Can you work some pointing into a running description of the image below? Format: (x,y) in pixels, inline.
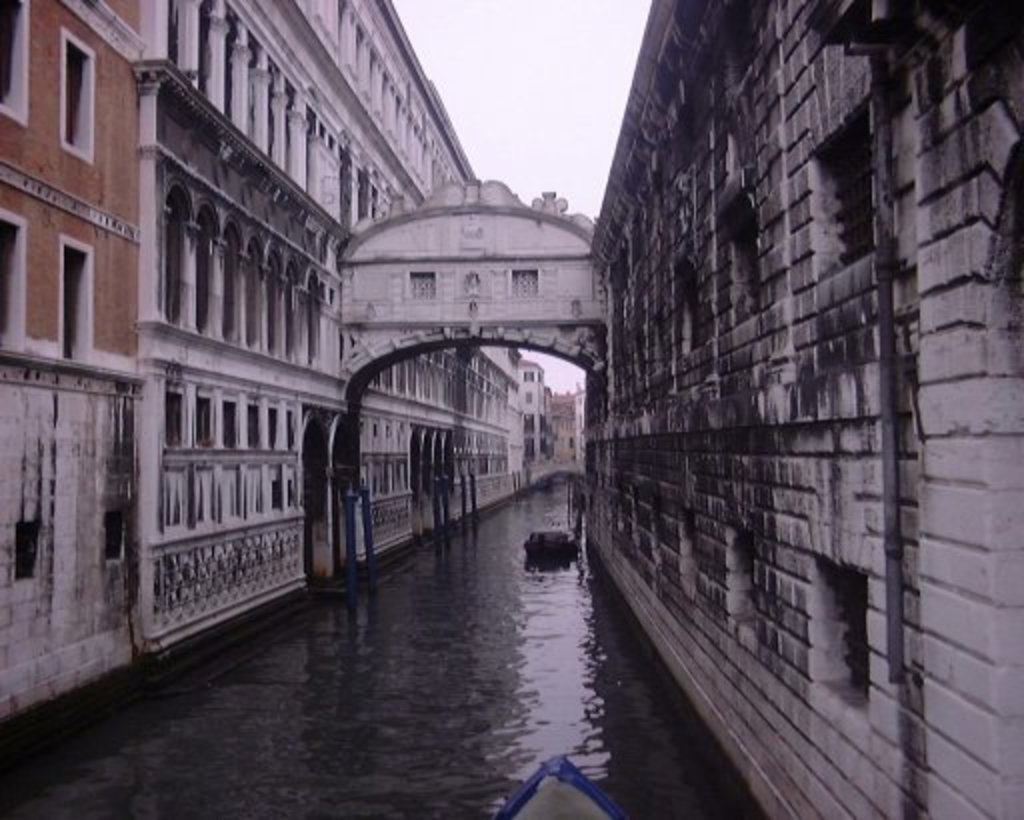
In this image there is a canal (457,576), on either side of the canal (445,590) there are buildings (470,407), in the background (569,380) there is the sky (574,55).
